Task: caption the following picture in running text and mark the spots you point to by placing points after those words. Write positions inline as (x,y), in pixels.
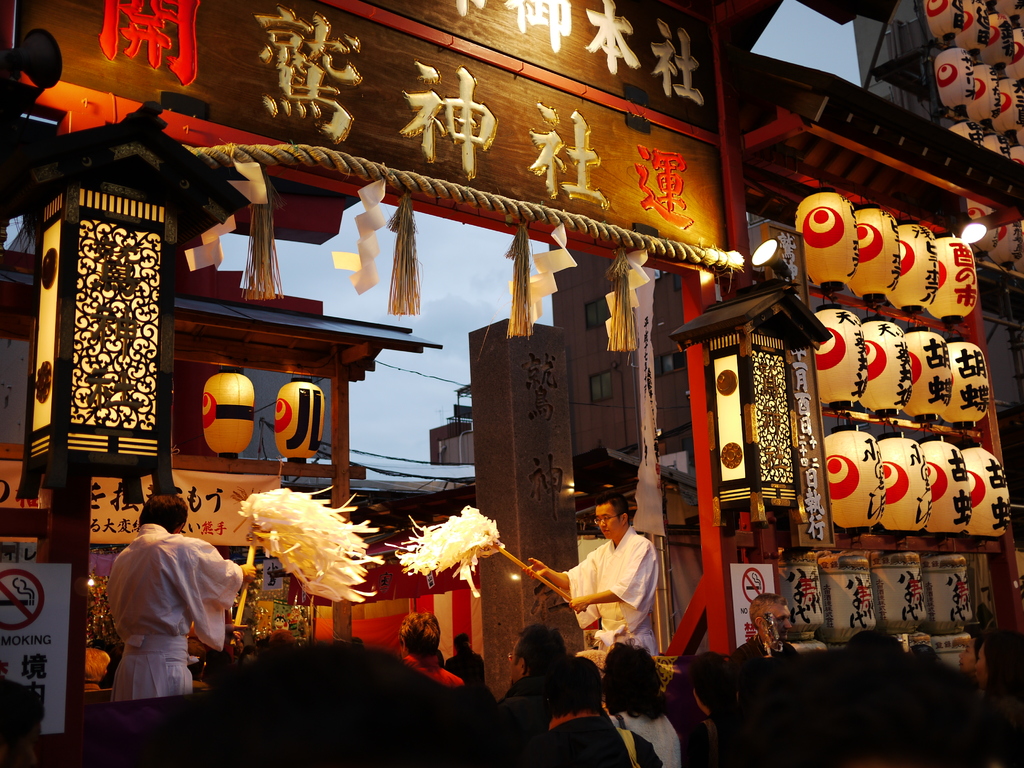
In this image, there are a few people (378,675). Among them, some people (550,572) are holding some objects (464,563). We can also see the arch (104,96) and some posters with text (656,195) and images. There are a few buildings (208,353). We can also see some objects (184,208) with text (672,216). We can see a rope (661,248) with some objects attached to it. We can also see a wire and the sky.
